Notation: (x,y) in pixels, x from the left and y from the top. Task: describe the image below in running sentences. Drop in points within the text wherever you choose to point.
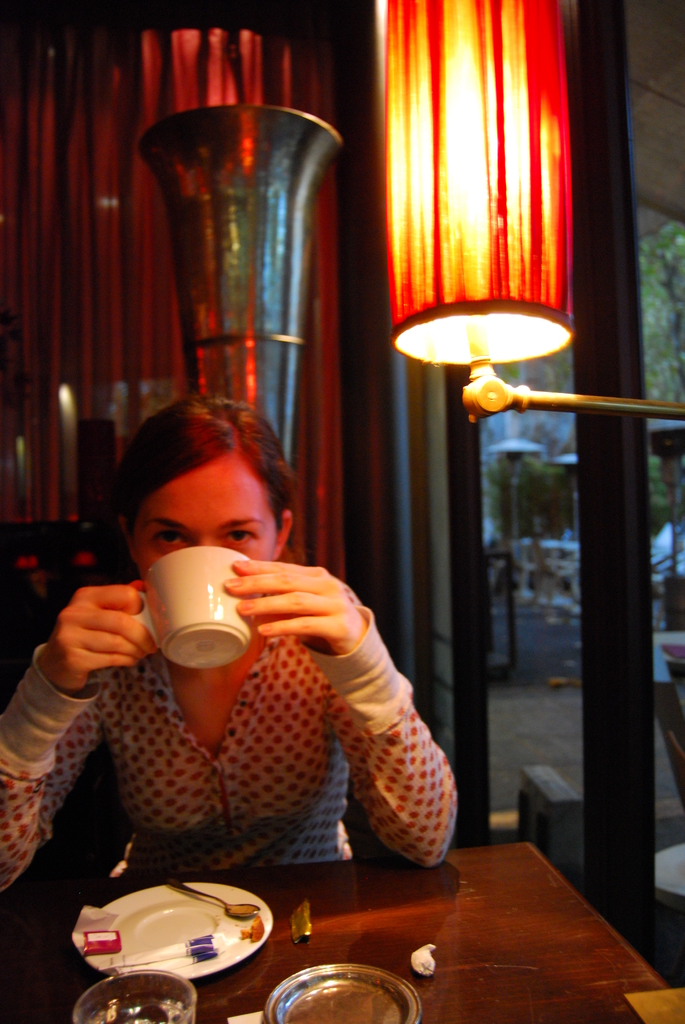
In this image, we can see a woman (228,780) sitting and drinking something, there is a table (232,997), on that table (457,972), we can see a plate (220,920), we can see a light (476,275) and there are some windows (476,584).
